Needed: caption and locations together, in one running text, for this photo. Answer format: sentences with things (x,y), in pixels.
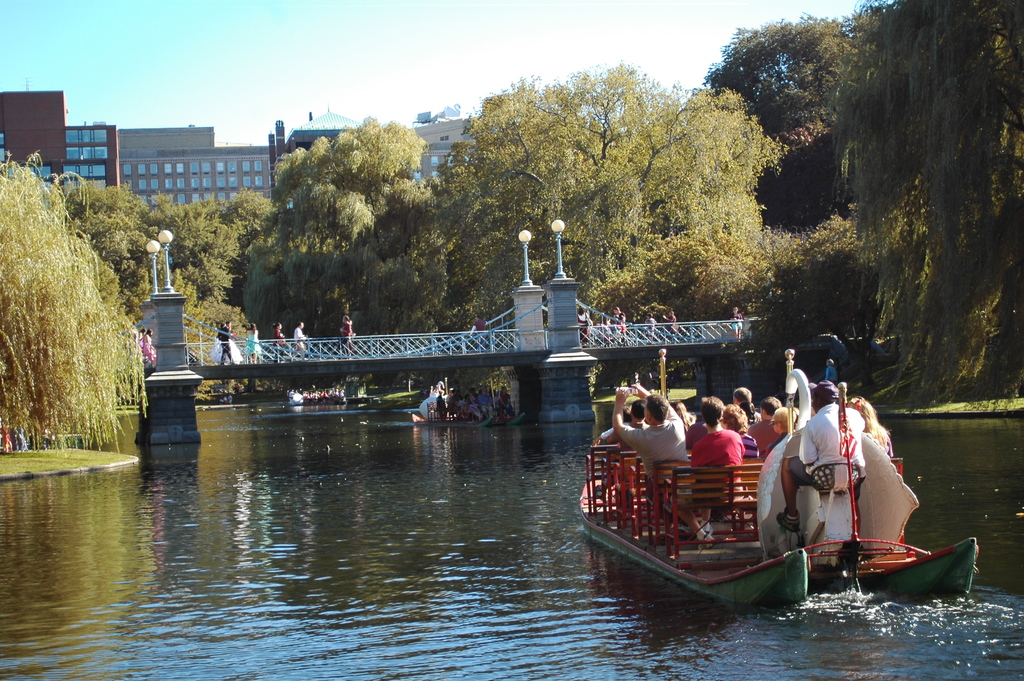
In this image there are group of people (694,437) sitting on the benches (641,511) which are on the boats (660,564), on the water (510,525), and at the background (770,242) there is bridge (564,361) where group of people (222,355) are walking on it, trees (19,195), buildings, poles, lights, sky (36,86).
